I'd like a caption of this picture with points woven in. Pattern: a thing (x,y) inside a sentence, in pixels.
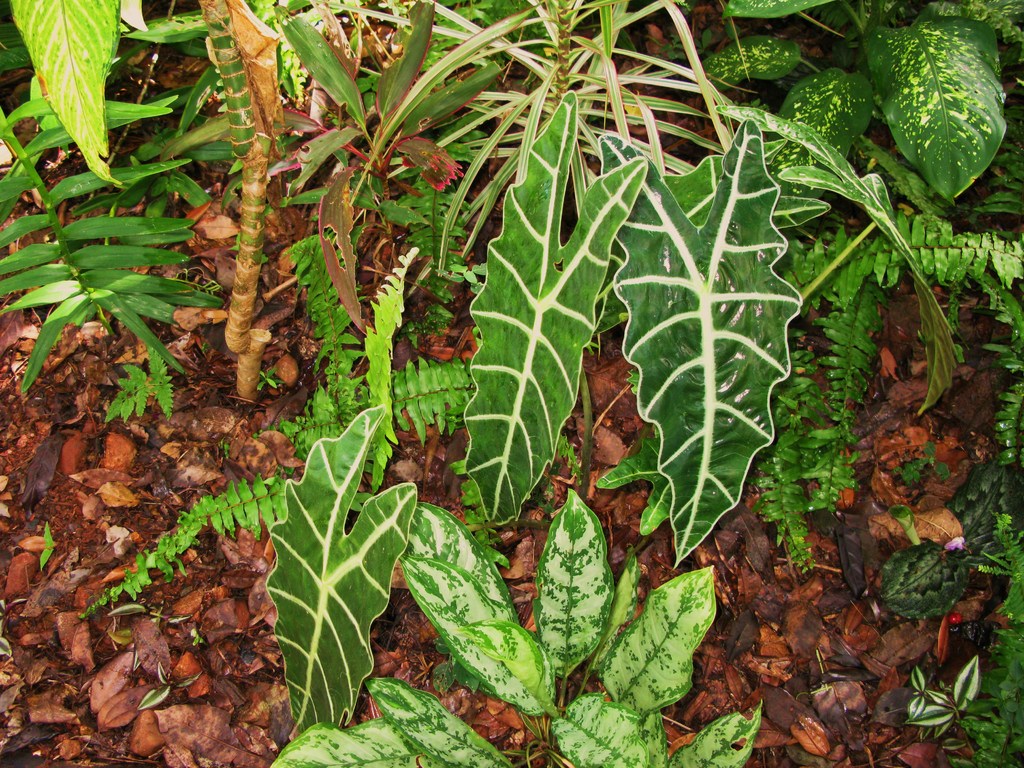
This image consists of plants (441,742). At the bottom (628,522), there are dried leaves (4,478).
